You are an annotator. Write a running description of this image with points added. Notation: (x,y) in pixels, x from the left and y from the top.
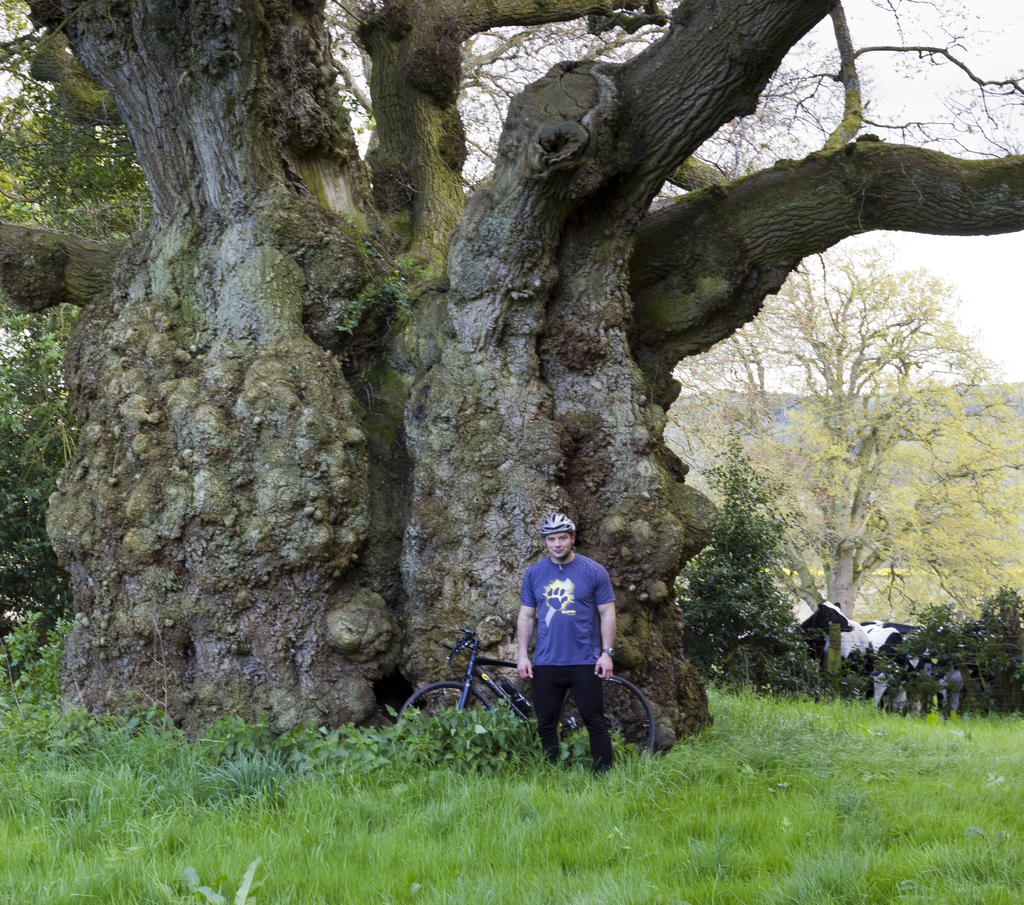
In this image we can see many trees (759,425) and plants (48,646). There is a grassy land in the image. A person (569,652) is standing in the image. There is a bike (466,674) in the image. There is a big tree (335,379) in the image. There is a sky (999,308) in the image. There are few animals (850,635) in the image.
